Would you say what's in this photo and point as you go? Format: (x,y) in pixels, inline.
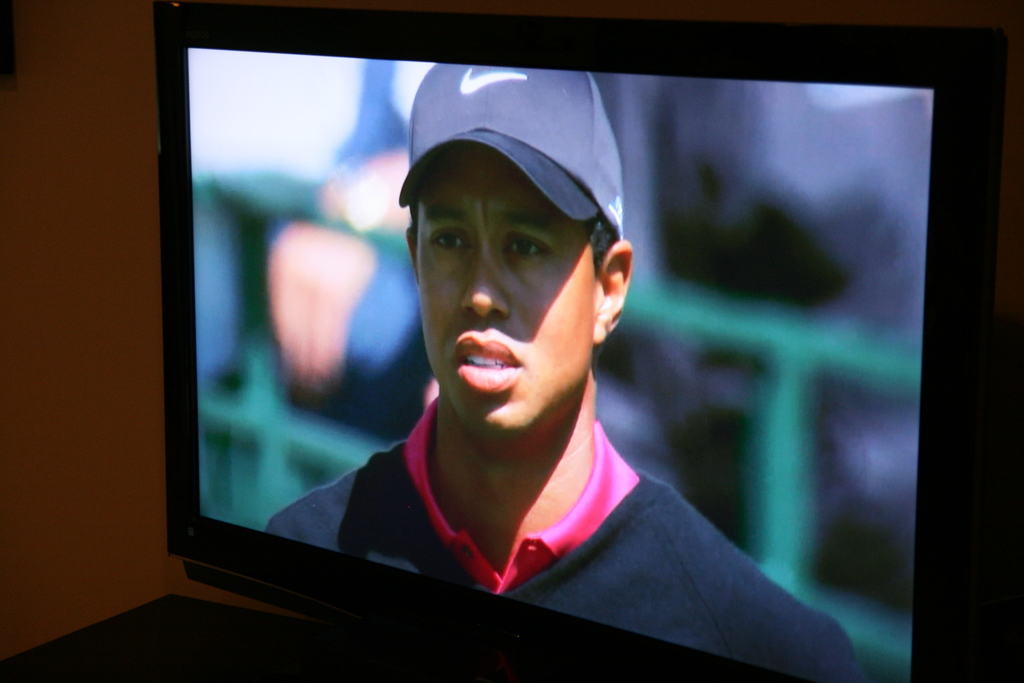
In this picture we can see a screen (739,316). On this screen (584,541) there is a man (538,482) and he wore a cap (554,193).
